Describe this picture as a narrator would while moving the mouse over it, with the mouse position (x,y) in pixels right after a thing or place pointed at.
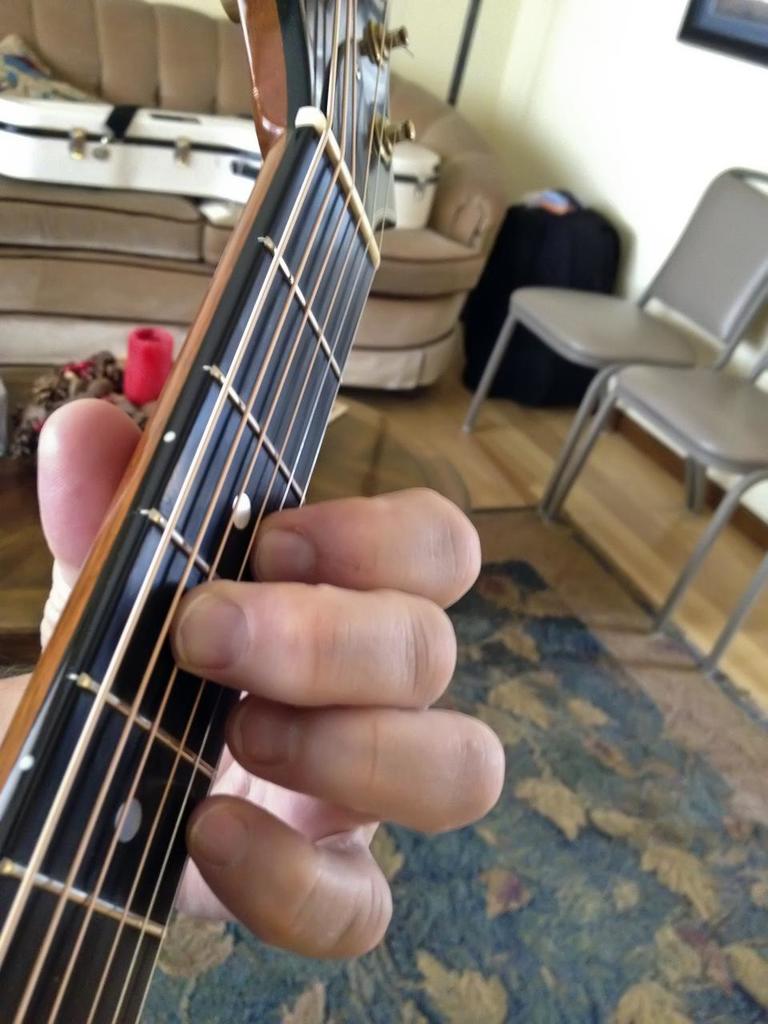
In this picture a person (275,641) is playing guitar (156,614), in the background (579,461) we can find couple of chairs (656,420) and a sofa (158,256), and also we can see a wall (578,144).
